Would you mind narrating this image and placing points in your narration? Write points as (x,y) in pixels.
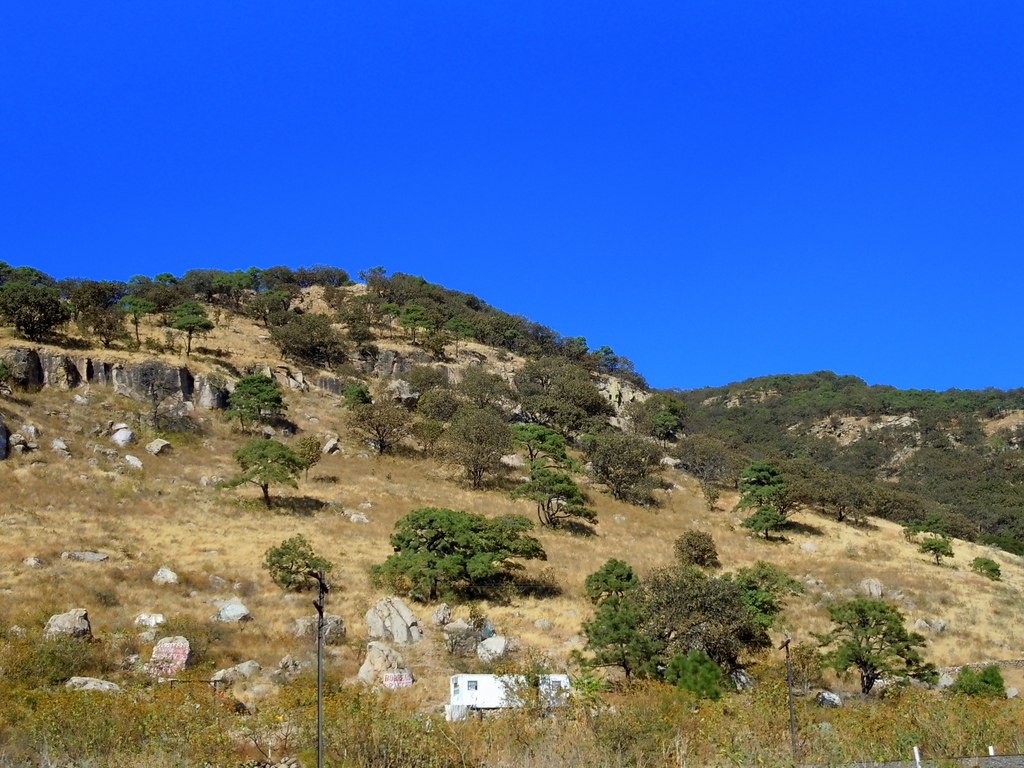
In this image there is a hill view (316,286), on which there are some plants (750,651), stones (392,615), at the bottom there is a pole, at the top (220,154) there is the sky (220,154).
